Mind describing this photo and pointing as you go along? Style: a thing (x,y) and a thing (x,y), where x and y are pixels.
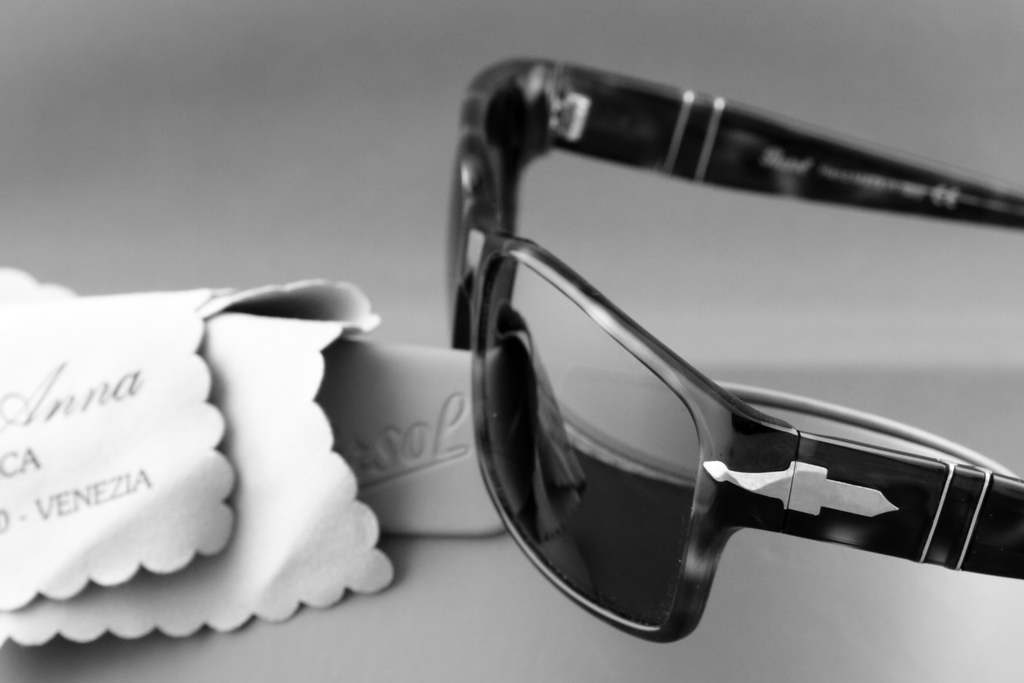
This is a black and white image. On the right side of the image (691,561) we can see the goggles (888,173). On the left side of the image (119,312) we can see the clothes (175,494) and text (420,461).
